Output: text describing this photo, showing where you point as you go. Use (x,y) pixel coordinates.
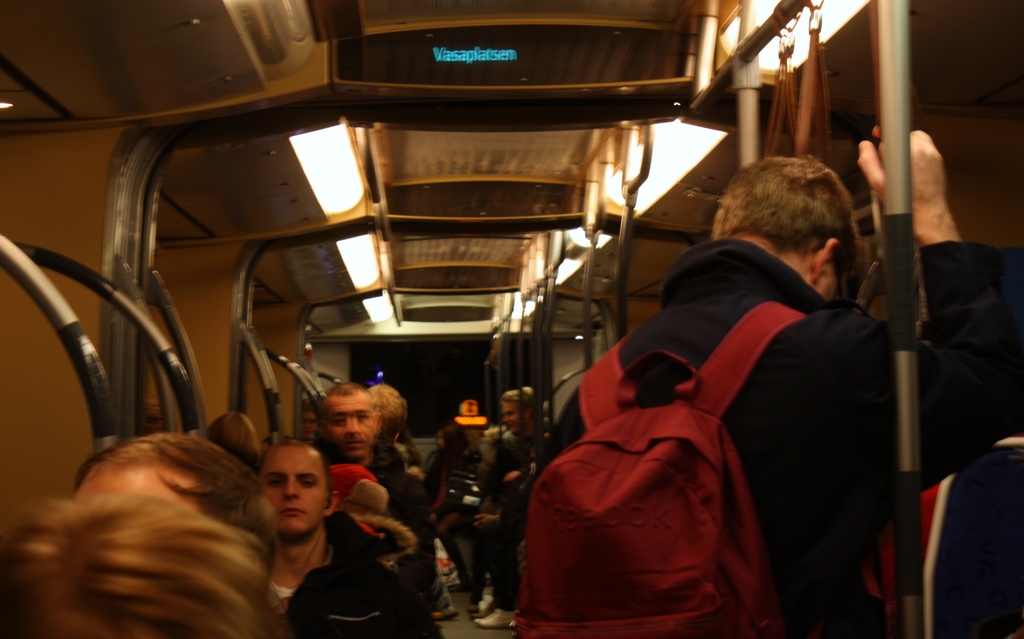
This image is taken in a train (545,327). In the middle of the image (342,418) many people (323,542) are standing and they are holding poles (198,413). At the top of the image (483,169) there is a roof (483,169).
